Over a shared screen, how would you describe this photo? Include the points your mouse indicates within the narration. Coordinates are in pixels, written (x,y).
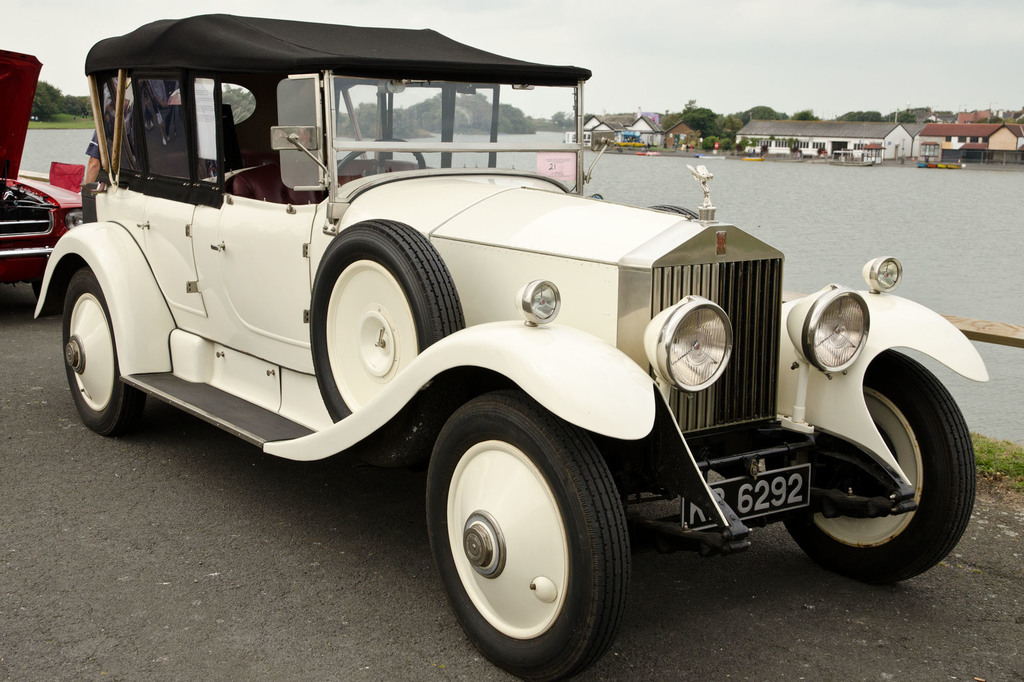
In this picture I can see few vehicle (123,262), person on the road (154,626), side we can see the lake (835,239), other side of the lake (837,259) we can see some houses (892,131), trees (714,121).
